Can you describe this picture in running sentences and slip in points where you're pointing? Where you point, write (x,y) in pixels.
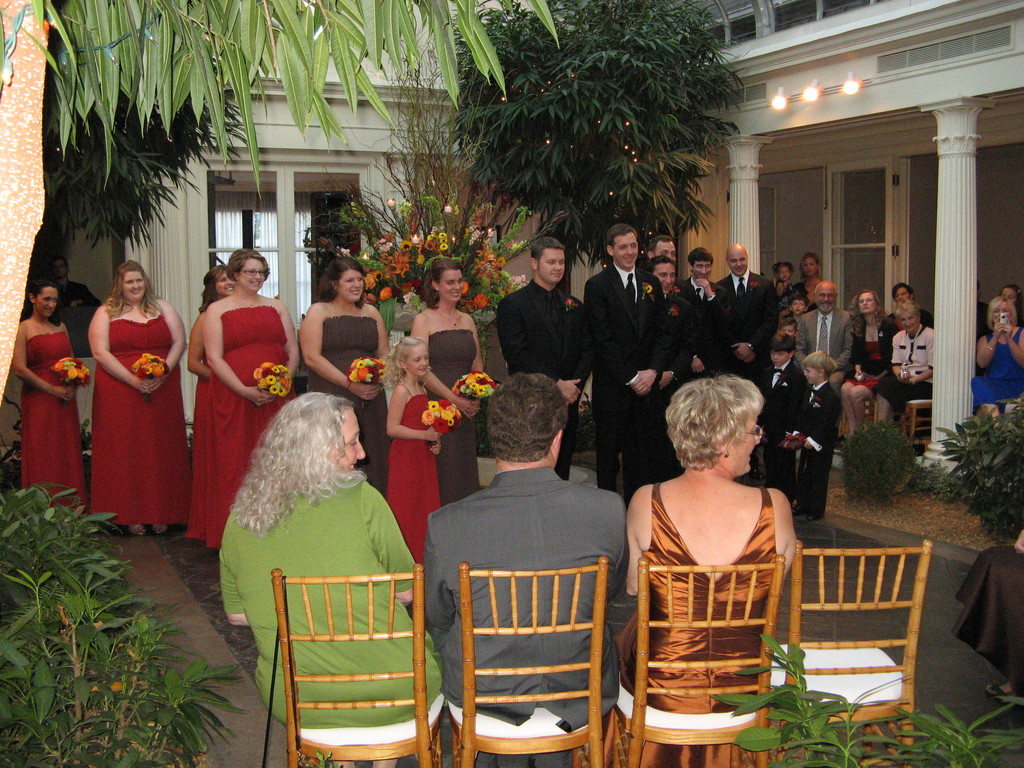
This image is clicked in a function where there are so many people (464,497). Three of them (621,649) are sitting on chairs (635,722) in the bottom side (682,514). Lights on the top right side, there are trees (710,161) in this image. There are bushes (88,678) in the bottom left corner (125,716). There are pillars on right side (962,131).
